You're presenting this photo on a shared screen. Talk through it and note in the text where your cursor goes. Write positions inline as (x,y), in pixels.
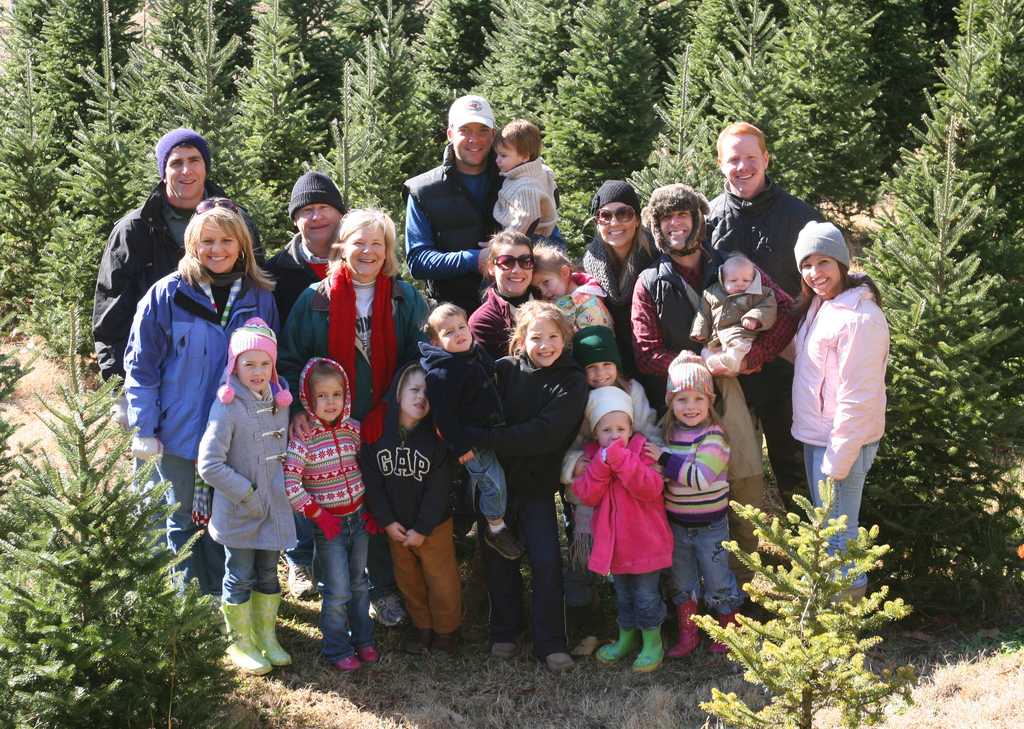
In the middle of the image (572,415) few people (712,530) are standing and smiling. Behind them there are some trees (265,44).
